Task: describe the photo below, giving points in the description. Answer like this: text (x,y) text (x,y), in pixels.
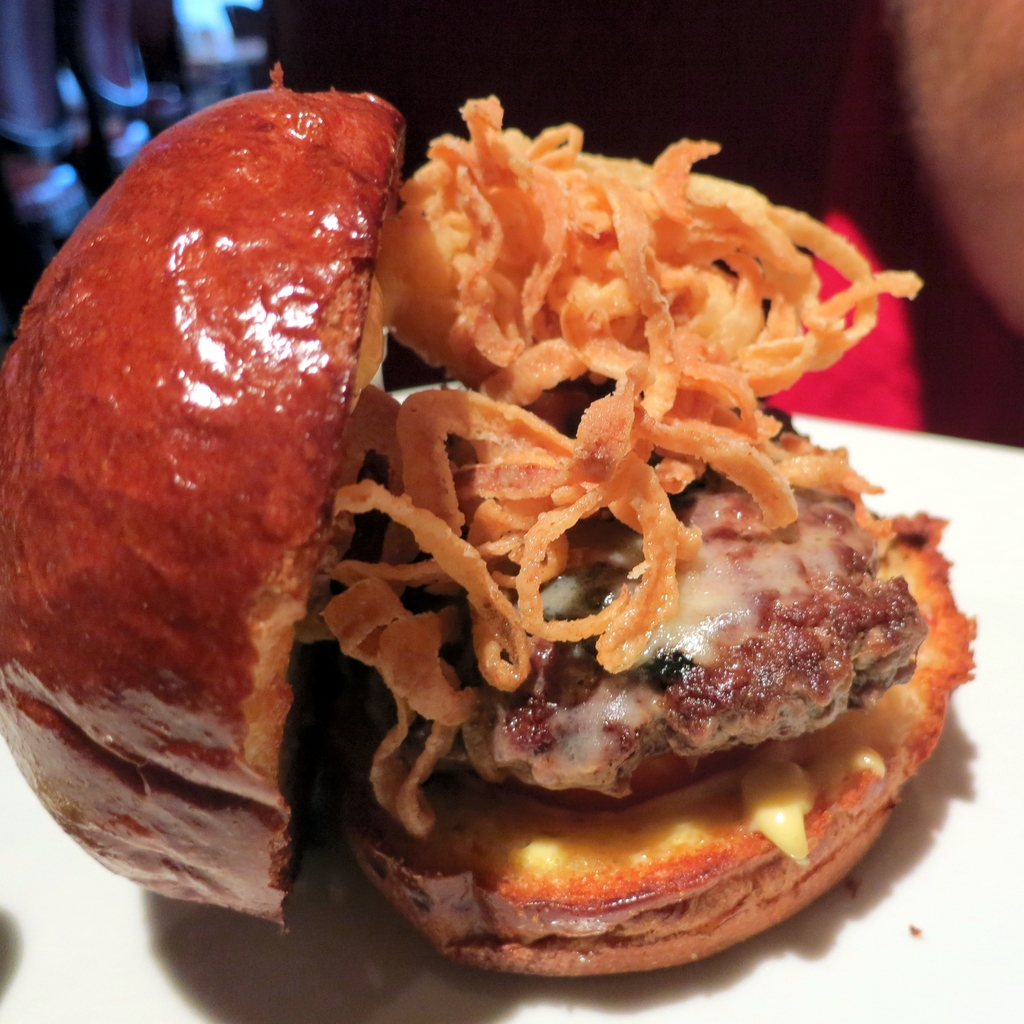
In the center of the image (352,345) we can see burger (311,291) on the table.
